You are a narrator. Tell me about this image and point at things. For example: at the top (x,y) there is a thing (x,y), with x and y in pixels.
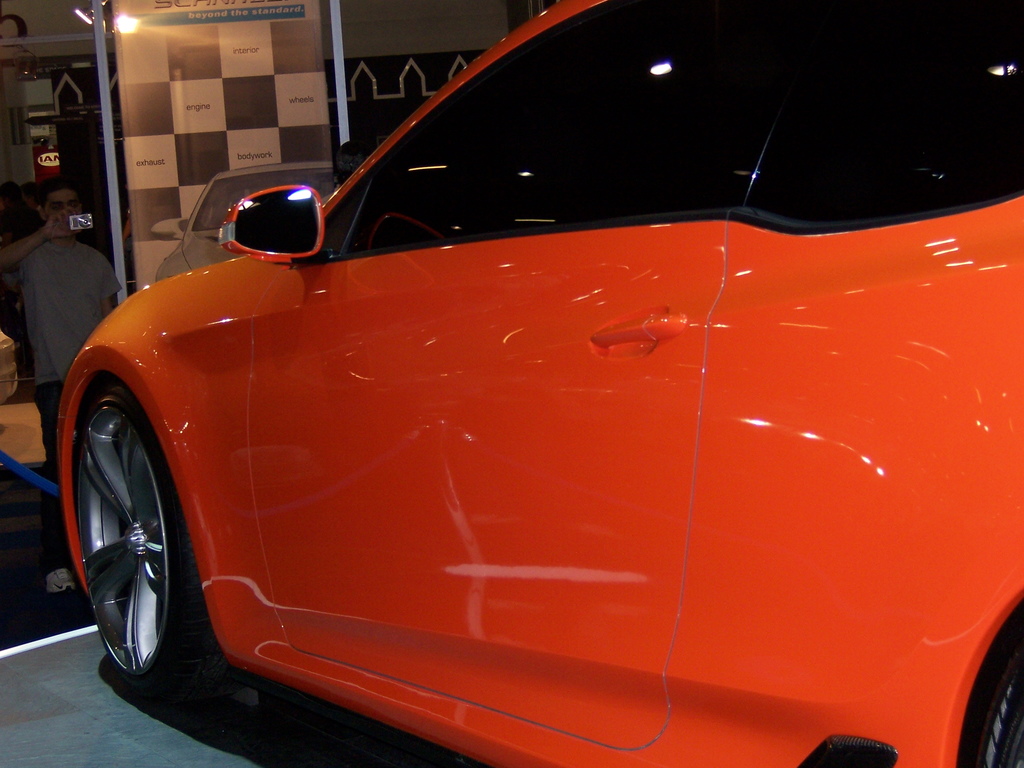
In the center of the image (588,350), we can see a car (307,446) and in the background (52,263), there is a person (66,260) standing and holding a mobile (70,227) and we can see a light (122,22), banner (298,93), a wall (385,53) and some other objects (19,448).
